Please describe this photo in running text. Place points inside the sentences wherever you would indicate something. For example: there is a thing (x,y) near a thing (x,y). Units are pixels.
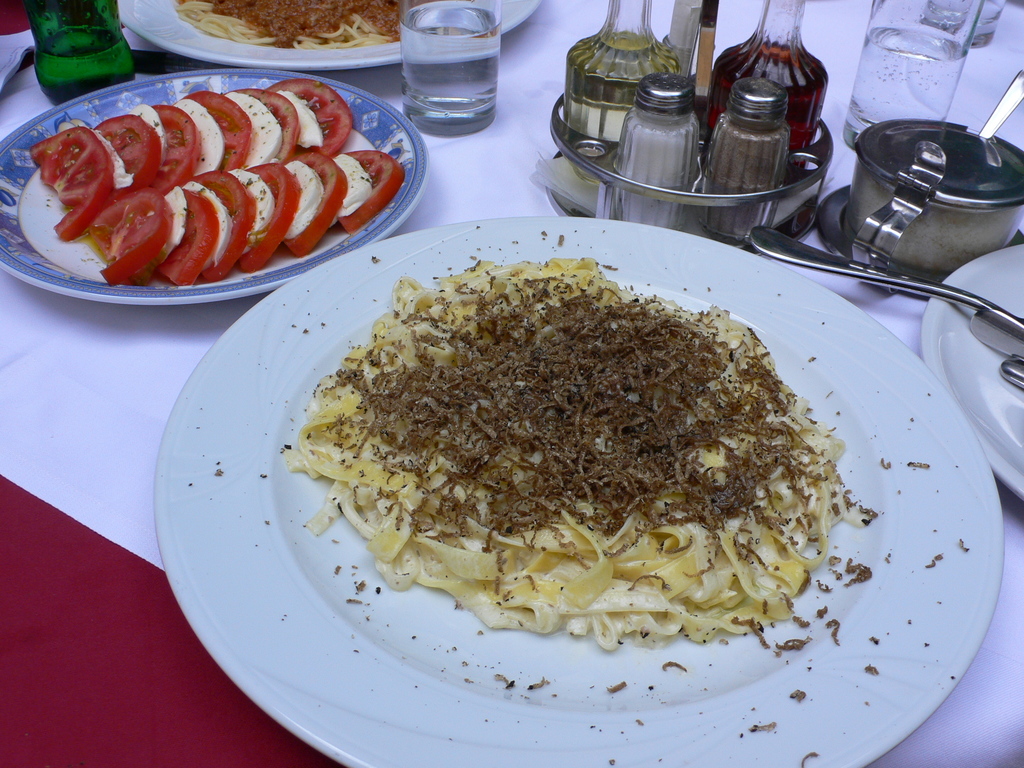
There is a plate (241,624) on the table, the plate (788,723) has pasta (734,606) in it, there is another plate (10,261) in which we have slices of tomato (135,243) and we have a glass (438,50) which contains water (472,49) and here we have the jars (647,140), here is the spoon (879,276). The glass (852,106) contains the water (923,78) in it, here is the glass bottle (780,27) in which we have the sauce (752,76) and this is the tablecloth (104,506).
